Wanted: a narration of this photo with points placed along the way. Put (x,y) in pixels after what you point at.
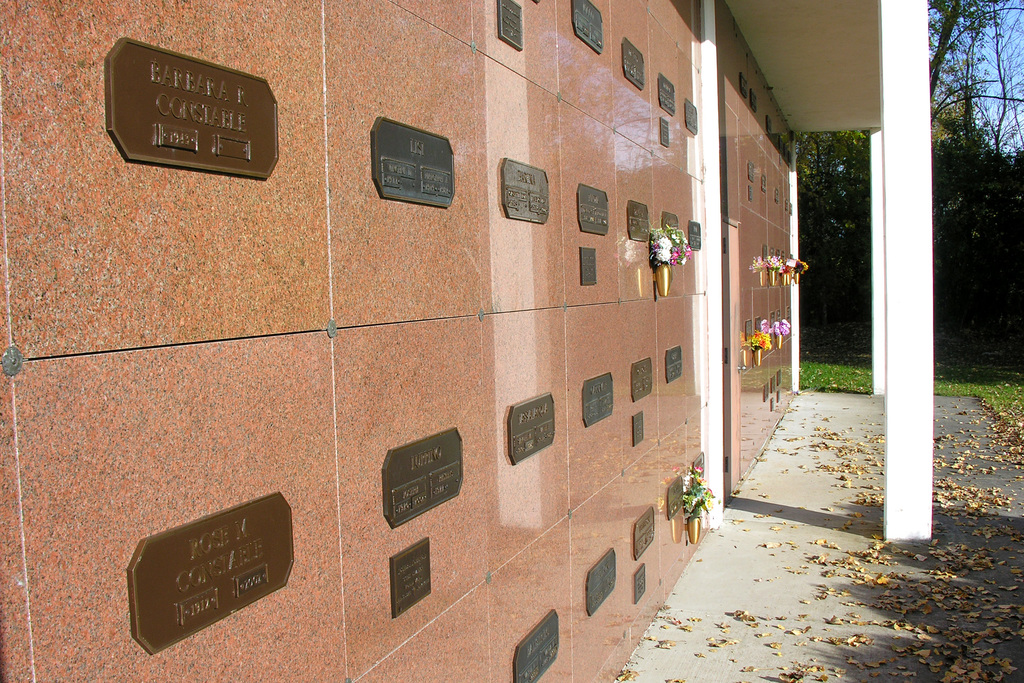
In this image I can see few flowers (778,321) attached to the wall (655,306) and the flowers (785,268) are in multi color and I can also see few boards (122,89) attached to the wall (85,195) and the wall (113,286) is in brown color. Background (899,182) I can see few pillars (912,182) in white color, trees (1008,257) in green color and the sky (985,84) is in blue color.
